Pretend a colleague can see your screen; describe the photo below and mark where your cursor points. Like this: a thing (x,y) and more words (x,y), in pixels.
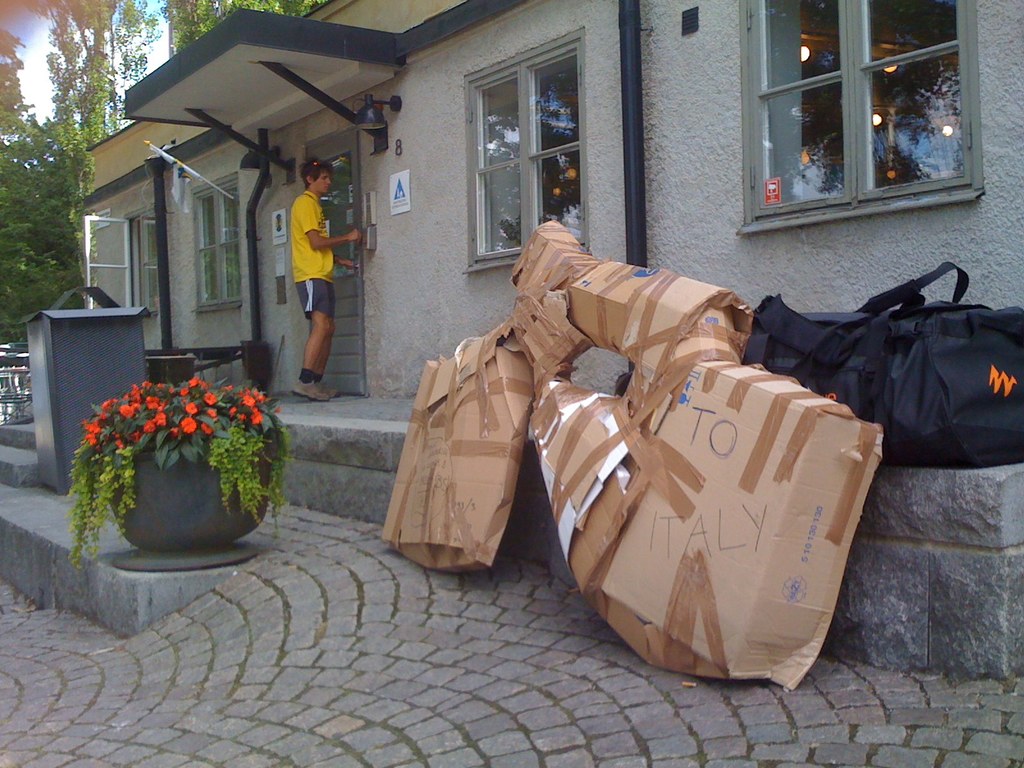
In this image we can see cobblestones (221,590), plant (151,446) to which some flowers (154,425) are grown, there are some items (543,468) packed in the cardboard box (637,419) and black color bag (787,335) there is a person (314,248) wearing yellow color T-shirt (306,248) knocking on door (358,215) and in the background of the image (125,240) there is a house (134,234) and some trees (65,221).
